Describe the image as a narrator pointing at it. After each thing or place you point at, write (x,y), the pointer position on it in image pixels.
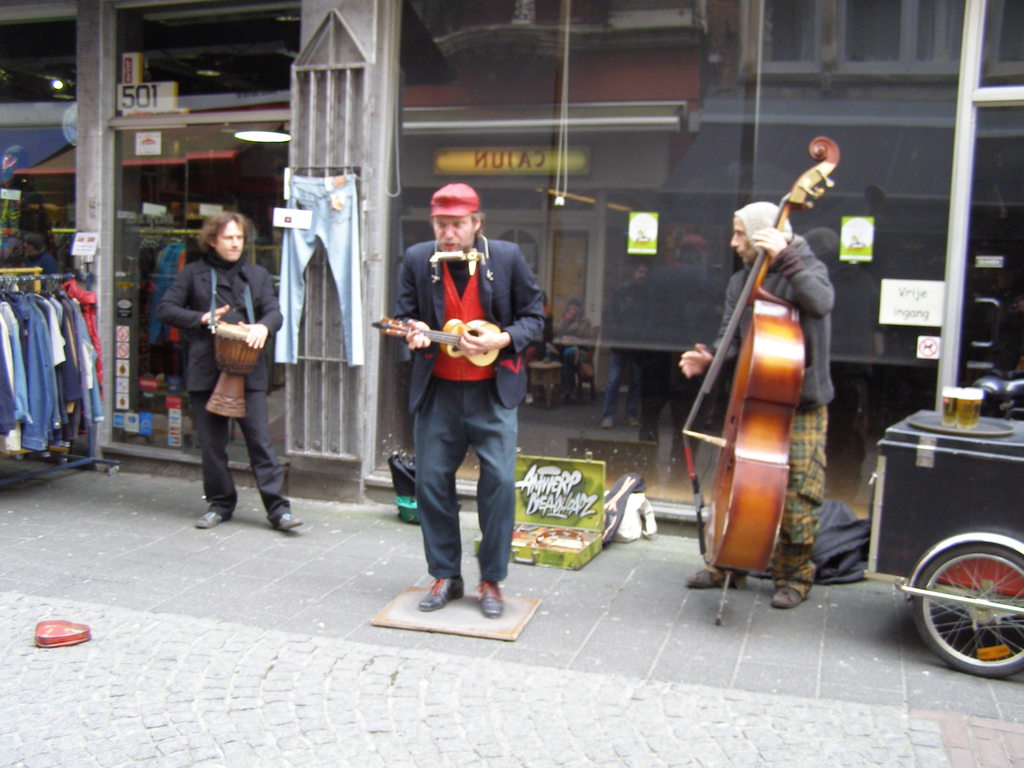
In this image i can see three man (439,442) standing and playing a musical instrument (765,393) at the left side (63,363) i can see few dresses (65,330) at the back ground (222,117) i can see a glass (452,82) and a building (238,81) and few boards (169,85), at the right side (931,505) there is a vehicle (881,525).
